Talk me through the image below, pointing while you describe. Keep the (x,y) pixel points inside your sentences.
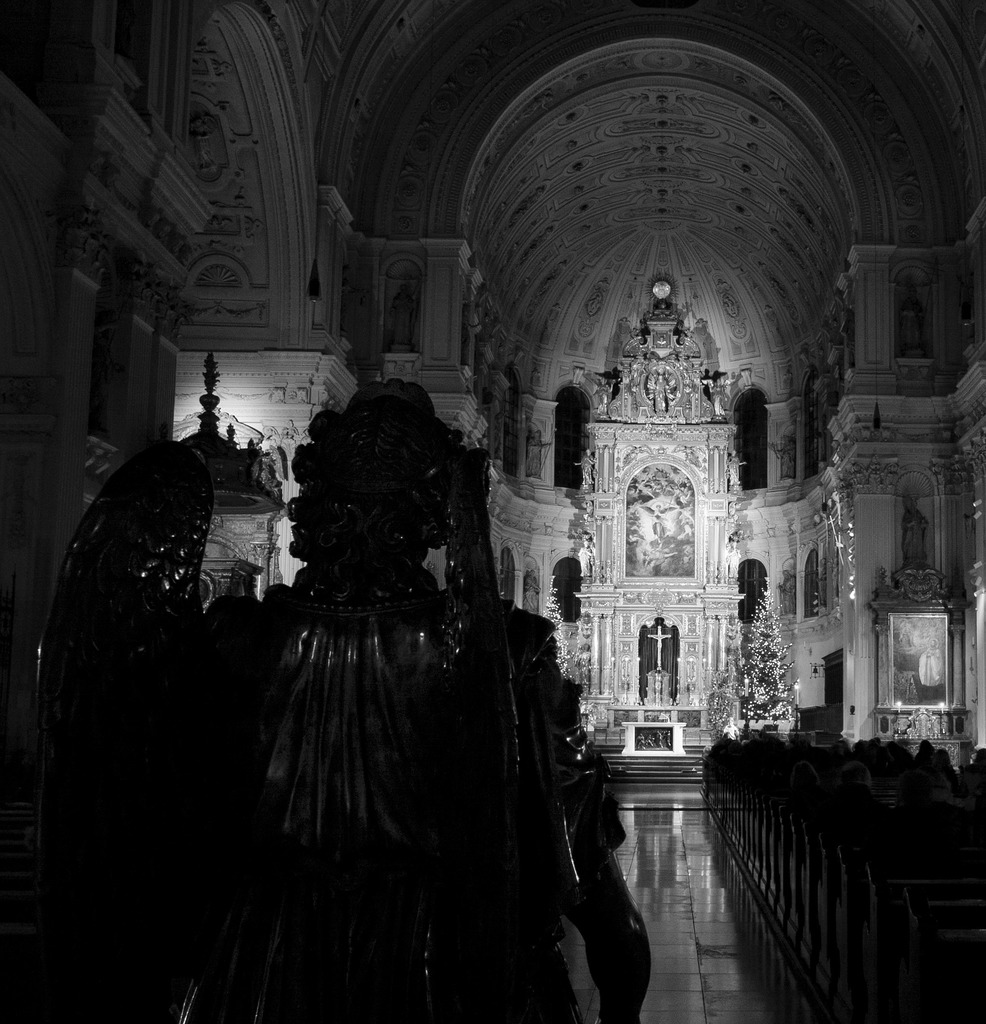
This is a black and white image. In the background of the image (352,289) there is a wall (714,494) with carvings (690,631). There are statues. To the right side of the image (822,886) there are people (980,759) sitting on benches (781,806). In the foreground of the image (129,822) there is a statue (355,778).
